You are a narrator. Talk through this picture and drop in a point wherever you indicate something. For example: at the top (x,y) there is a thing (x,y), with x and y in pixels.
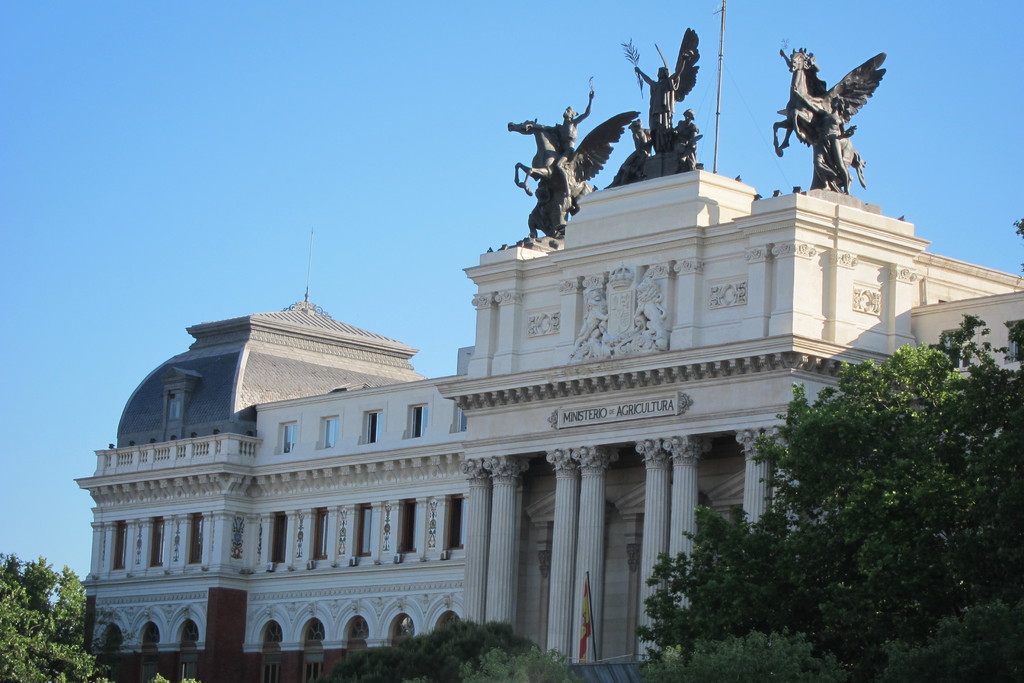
In this picture we can see a building (534,426), there are some trees (1015,404) at the bottom (82,576), we can see statues (787,112) and the sky (409,126) at the top of the picture (442,105).
